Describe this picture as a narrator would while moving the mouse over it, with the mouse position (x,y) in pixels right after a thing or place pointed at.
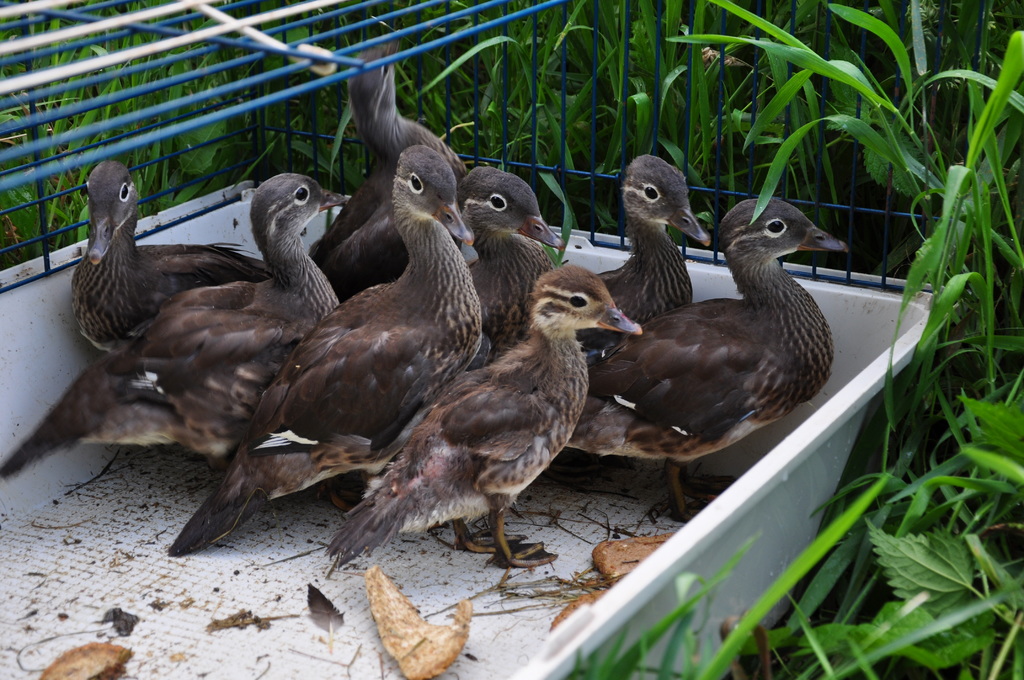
In this image I can see a white colored tray (758,569) and around it I can see a metal cage (506,19). In the tray (147,454) I can see few birds (295,365) which are brown, cream and black in color. I can see few plants (961,528) around the cage (0,185).
